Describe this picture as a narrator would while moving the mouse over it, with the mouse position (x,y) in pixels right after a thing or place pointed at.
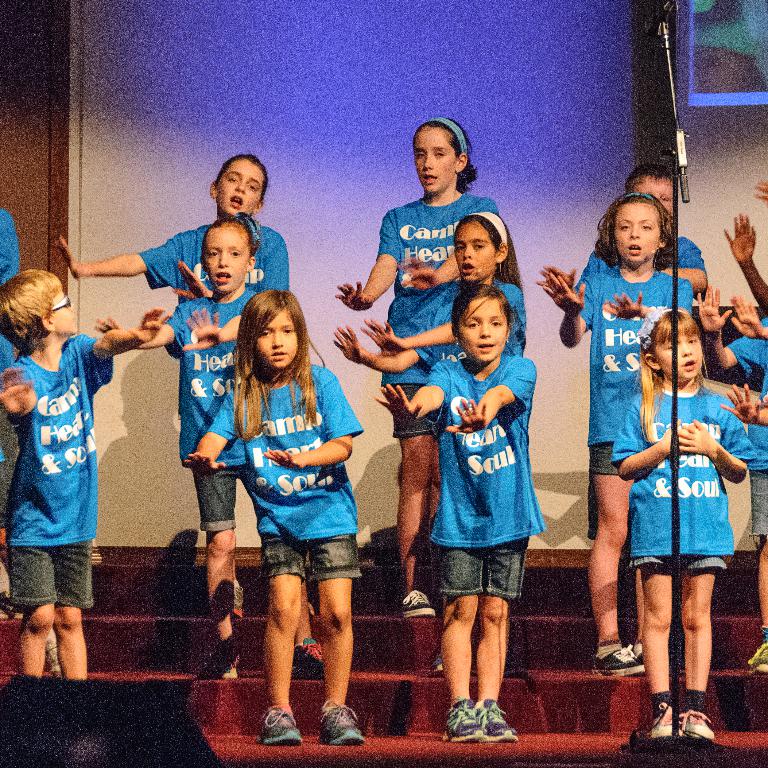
In this image there are a few kids (398,374) standing on the steps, in front of them there is a mic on the stand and an object (80,716), behind them there is a screen (743,60).
